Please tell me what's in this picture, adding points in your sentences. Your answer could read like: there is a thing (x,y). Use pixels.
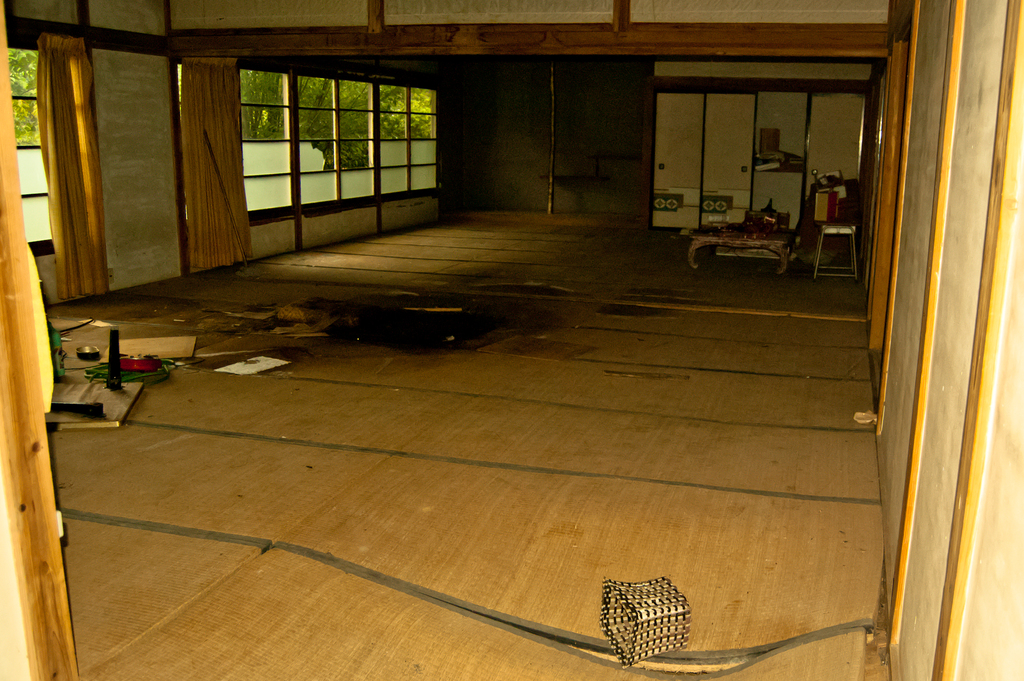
In this picture we can see table (728,237), stool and objects (651,592) on tatami floor (465,401). We can see curtains (225,205), cupboards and glass windows (387,122), through glass windows (278,189) we can see leaves (414,101).
